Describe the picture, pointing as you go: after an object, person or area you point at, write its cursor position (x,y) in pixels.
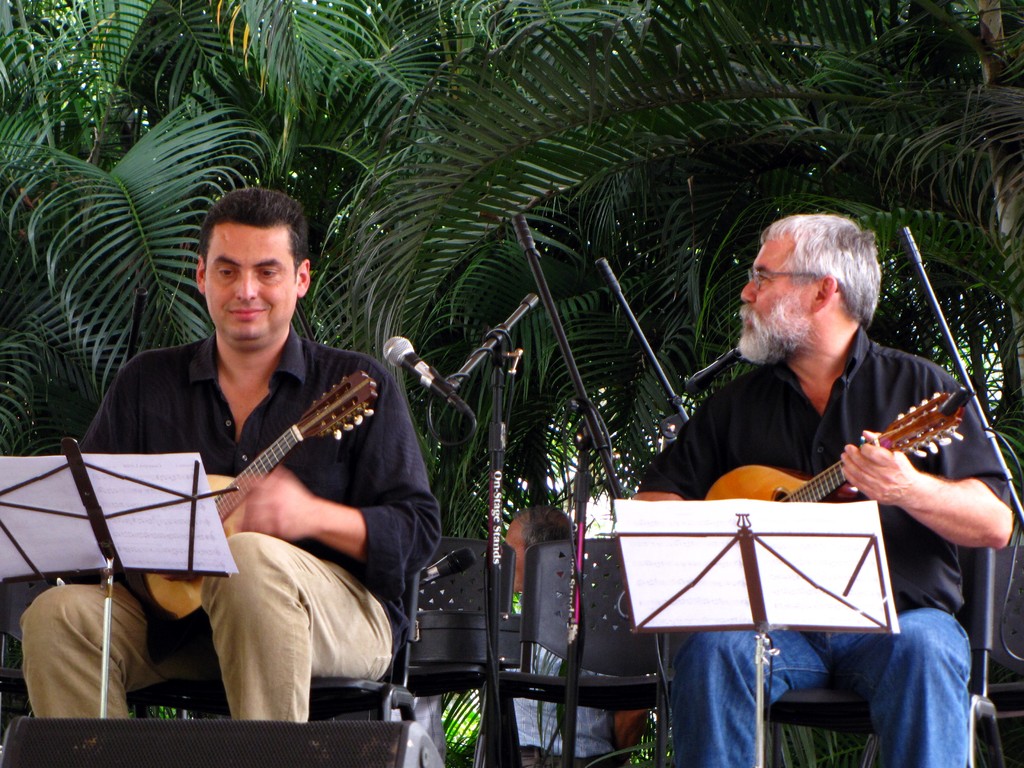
In this image I can see there are two men (356,445) who are sitting on a chair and playing musical instrument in front of the microphone (423,373). Behind this man (242,511) we have a few trees (515,83) in front of these people (117,644) we have a book (82,548) on a stand (125,568).
